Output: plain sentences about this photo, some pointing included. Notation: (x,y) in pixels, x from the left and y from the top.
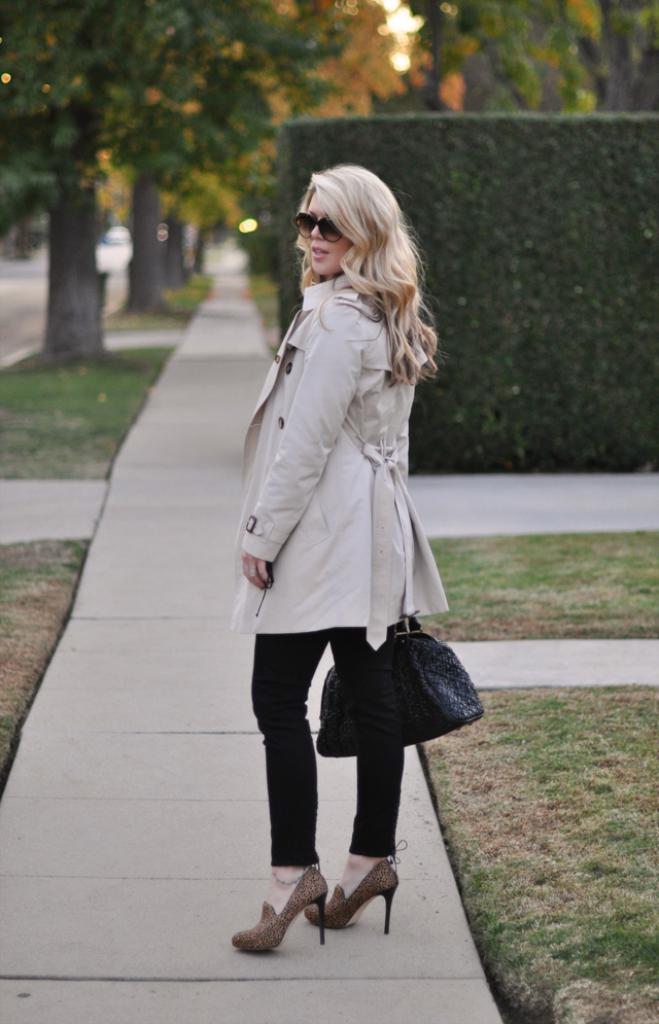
In the center of the image (324,450) we can see a lady (363,571) is standing and wearing goggles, coat (344,486) and carrying a bag (444,695). In the background of the image (431,475) we can see the trees (131,32), grass garden hedge (628,278), road (37,260). At the bottom of the image (159,840) we can see the footpath (263,956). At the top of the image (399,9) we can see the sky (402,18).
